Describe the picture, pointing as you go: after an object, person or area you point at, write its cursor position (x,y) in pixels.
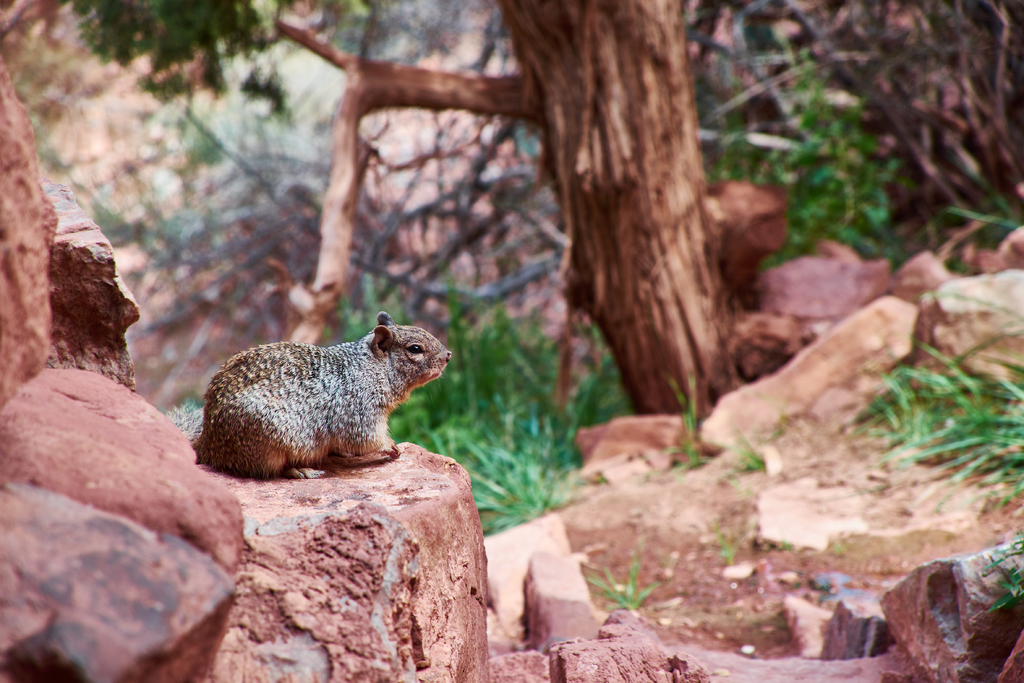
In this image there is an animal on the rock (389,547). Bottom of the image (531,586) there are rocks (659,656) on the land (707,490) having some grass (510,426). Background (901,111) there are trees (492,224).
